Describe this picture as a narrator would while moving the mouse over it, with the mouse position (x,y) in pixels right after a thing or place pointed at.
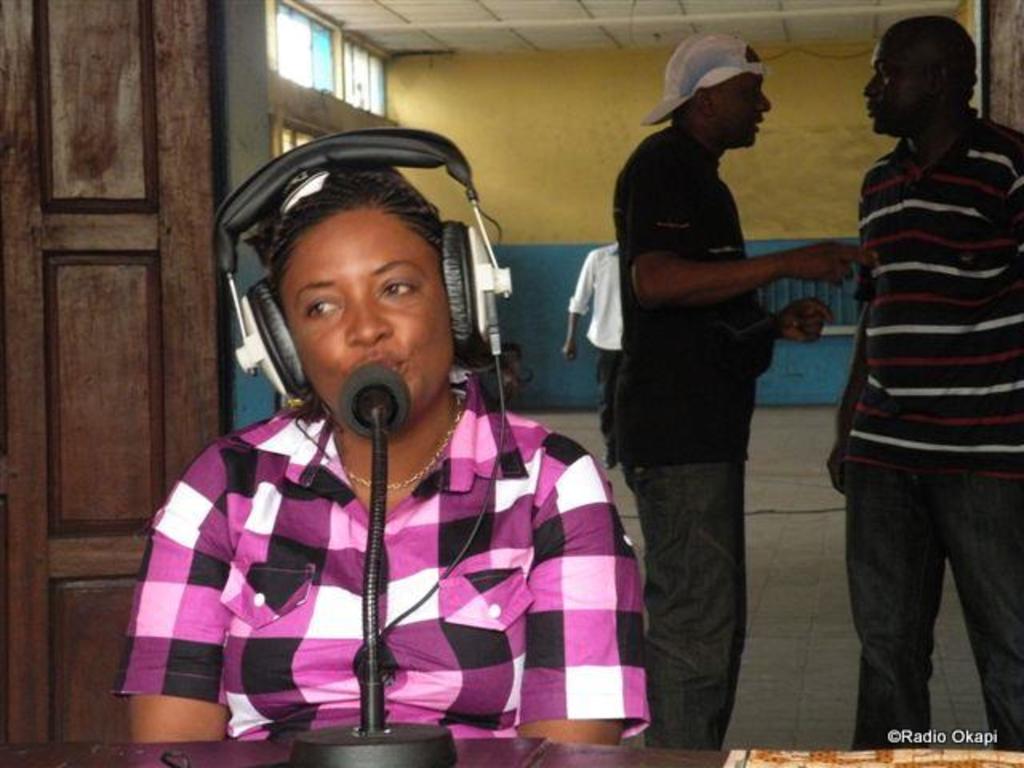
In this picture there is woman (493,538) sitting behind the table (595,767) and there is a microphone (354,759) and object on the table (547,752). At the back (888,672) there are two persons (917,59) standing and there is a person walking and there is a door (118,480). On the left side of the image (287,63) there are windows (303,67). At the bottom right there is text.
